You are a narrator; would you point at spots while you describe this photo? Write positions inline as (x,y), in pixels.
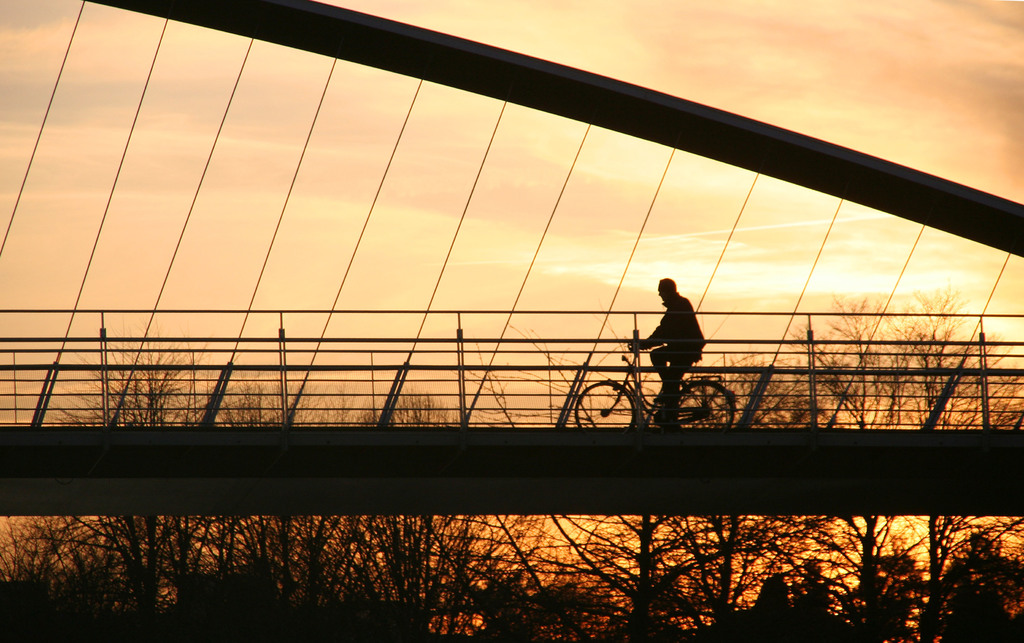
In this image I can see a person (663,400) riding bicycle (626,400) on the bridge (380,400) under that there are so many trees (878,607).
